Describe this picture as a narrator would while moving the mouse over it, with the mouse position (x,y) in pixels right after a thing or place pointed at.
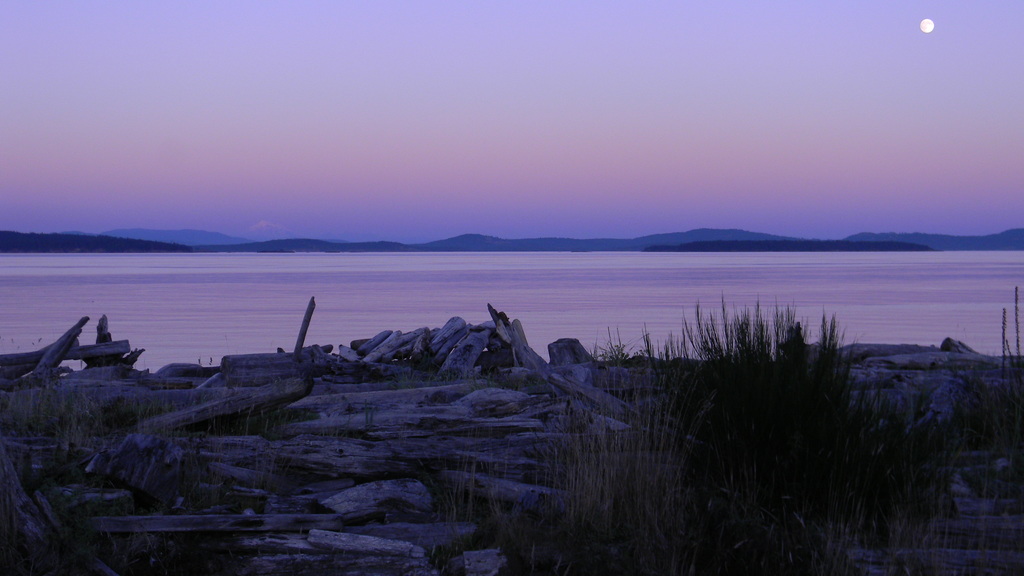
In this image we can see the sea (394,327), there are some plants (718,445), wooden sticks (294,439) and mountains (254,240), in the background (593,35) we can see the moon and the sky (722,119).
